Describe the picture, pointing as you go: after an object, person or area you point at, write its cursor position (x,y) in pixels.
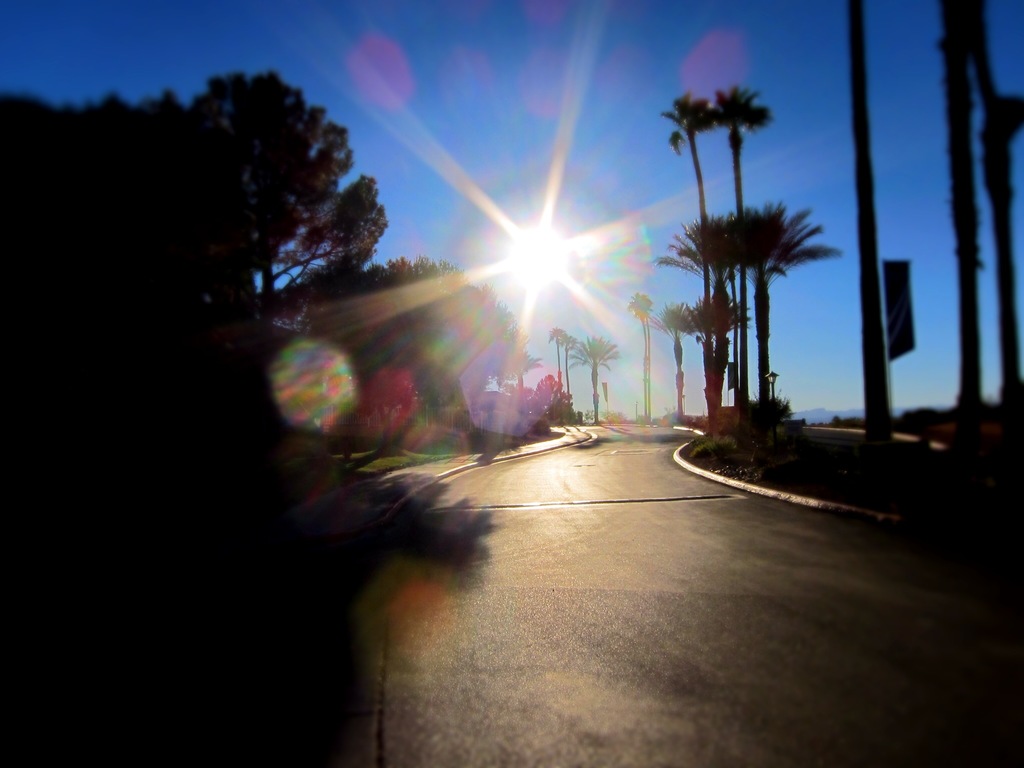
In this image, we can see the ground (798,512). We can see some trees (762,367), plants (756,422) and poles (774,385). We can also see some grass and the sky (652,220) with the sun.
